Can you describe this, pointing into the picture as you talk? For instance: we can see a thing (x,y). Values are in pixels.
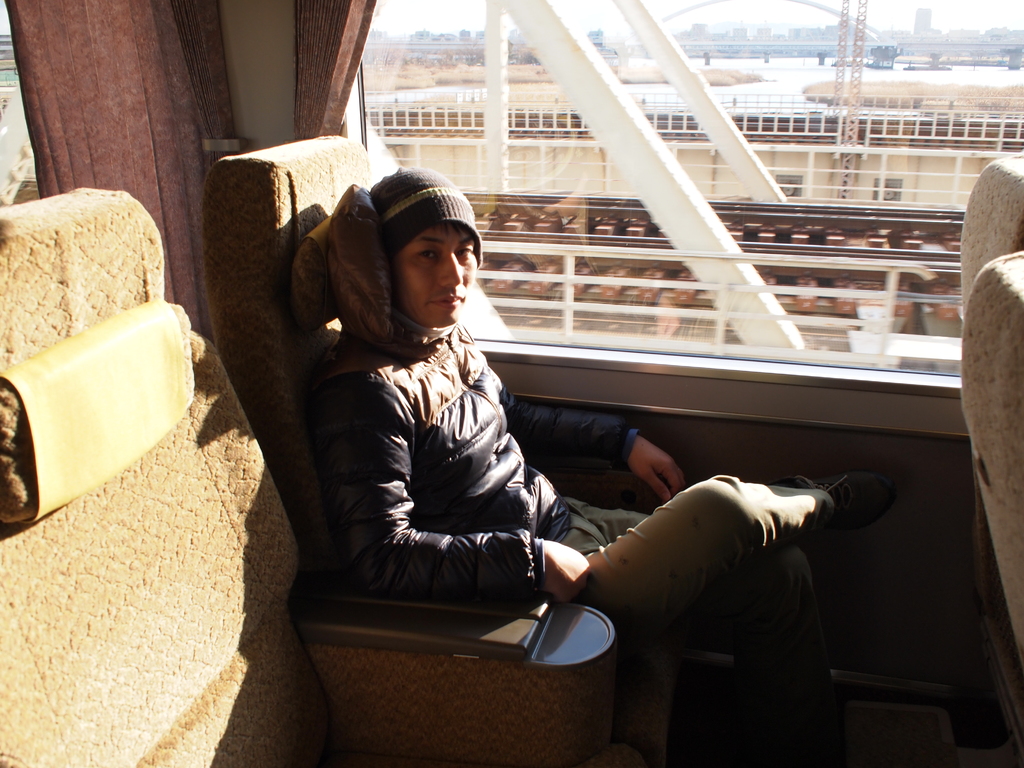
In this picture there is a man (496,492) sitting in the train (896,594). At the back (185,129) there is a curtain (336,24) and window (903,333). Behind the window (664,201) there are railway tracks (567,132), poles (579,47), buildings (601,47), trees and there is a bridge (787,47). At the top (828,16) there is sky (828,16). At the bottom (233,534) there are seats (16,252).
